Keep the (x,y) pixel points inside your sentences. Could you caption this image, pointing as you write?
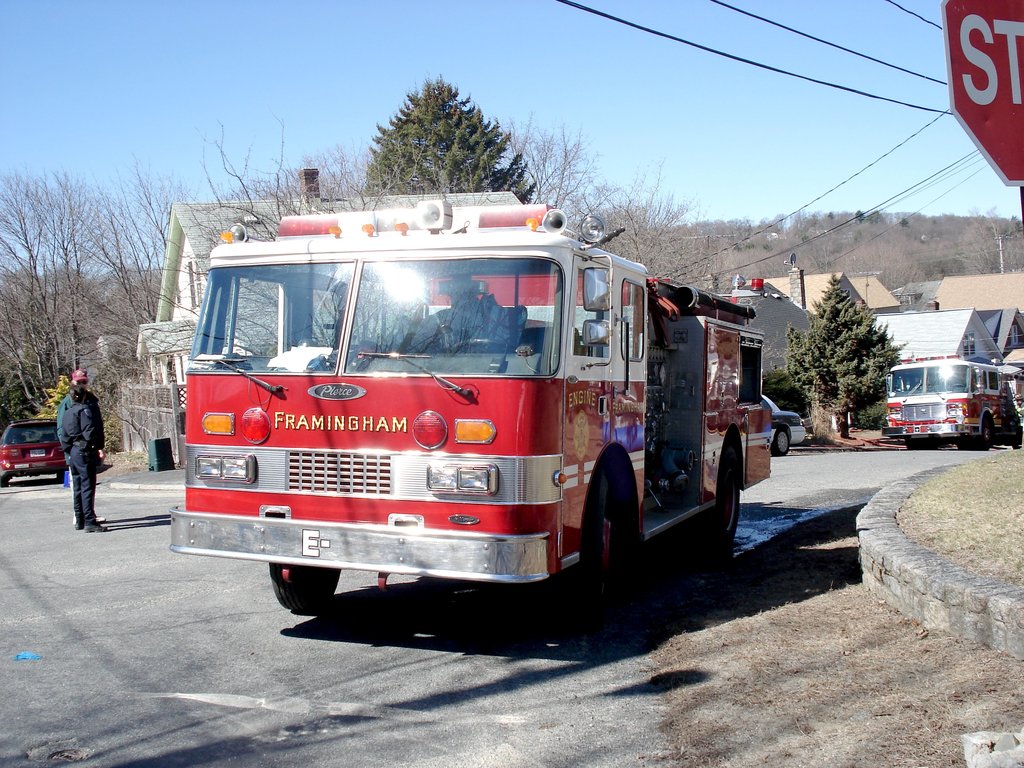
In the middle of the picture (493,350), we see a vehicle (310,433) in red color is moving on the road (376,626). At the bottom (404,687), we see the road (372,656). Beside that, we see two people (93,412) are standing. Behind them, we see a red car (8,434). On the right side (980,425), we see a white car (796,418) and a vehicle (902,434) in red color are moving on the road (810,496). There are buildings (915,339), trees (766,267) and poles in the background (145,242). At the top (726,80), we see the sky (696,100). In the right top (1021,134), we see a board (955,110) in red color with some text (1002,28) written on it.
